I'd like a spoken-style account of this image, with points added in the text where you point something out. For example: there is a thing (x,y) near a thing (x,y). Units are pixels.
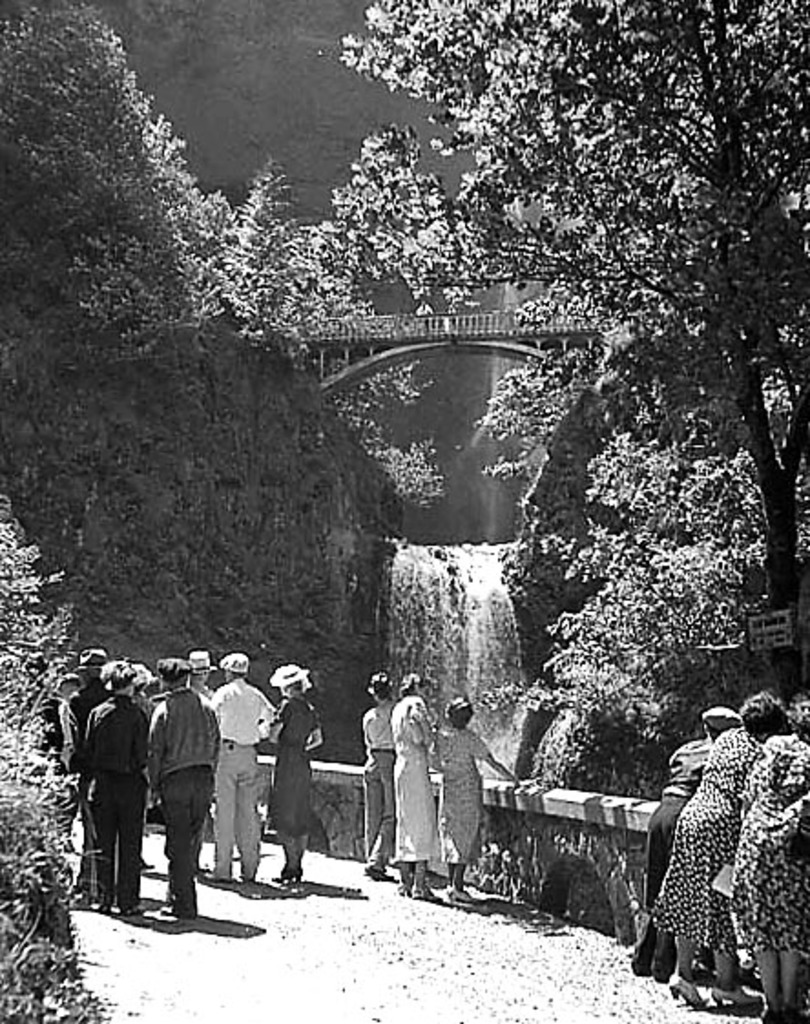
It is a black and white image. In this image we can see the trees (632,413), the bridge (489,333) and also the waterfalls (507,694). We can see a few people (399,771) standing on the path (350,969) near the wall (506,874).
